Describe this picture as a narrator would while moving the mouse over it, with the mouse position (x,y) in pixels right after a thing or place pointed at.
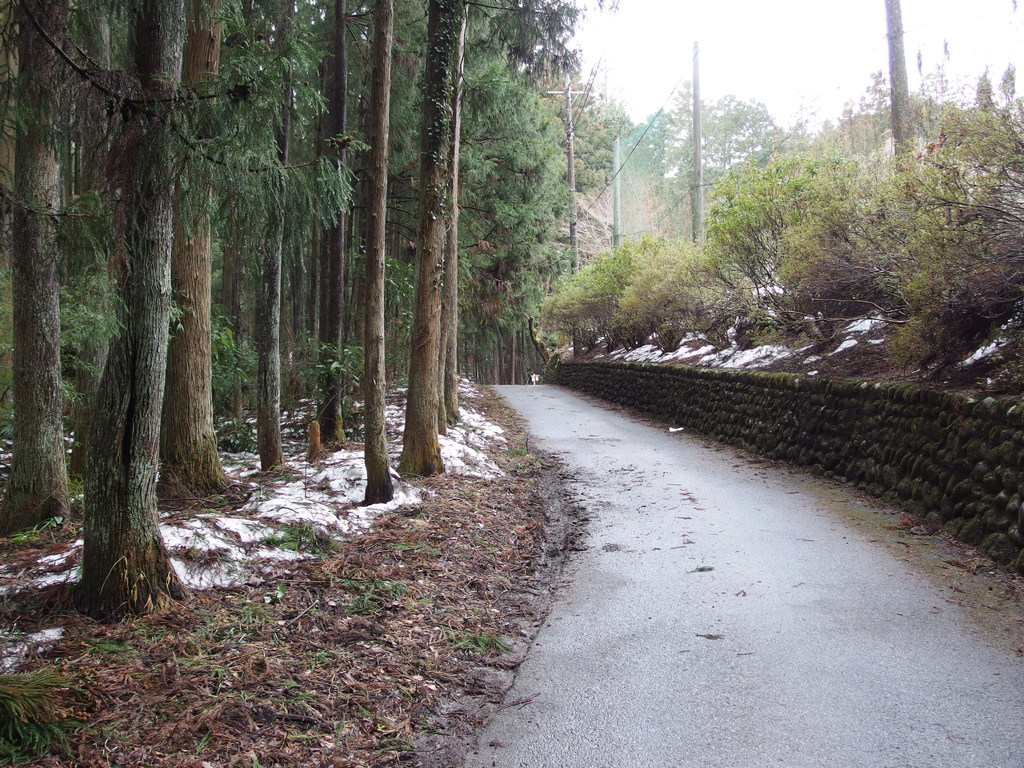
In this image we can see trees (583,186), electric poles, electric cables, snow (357,482) and shredded leaves (331,576) on the ground (404,513), road (583,767) and sky (765,84).
